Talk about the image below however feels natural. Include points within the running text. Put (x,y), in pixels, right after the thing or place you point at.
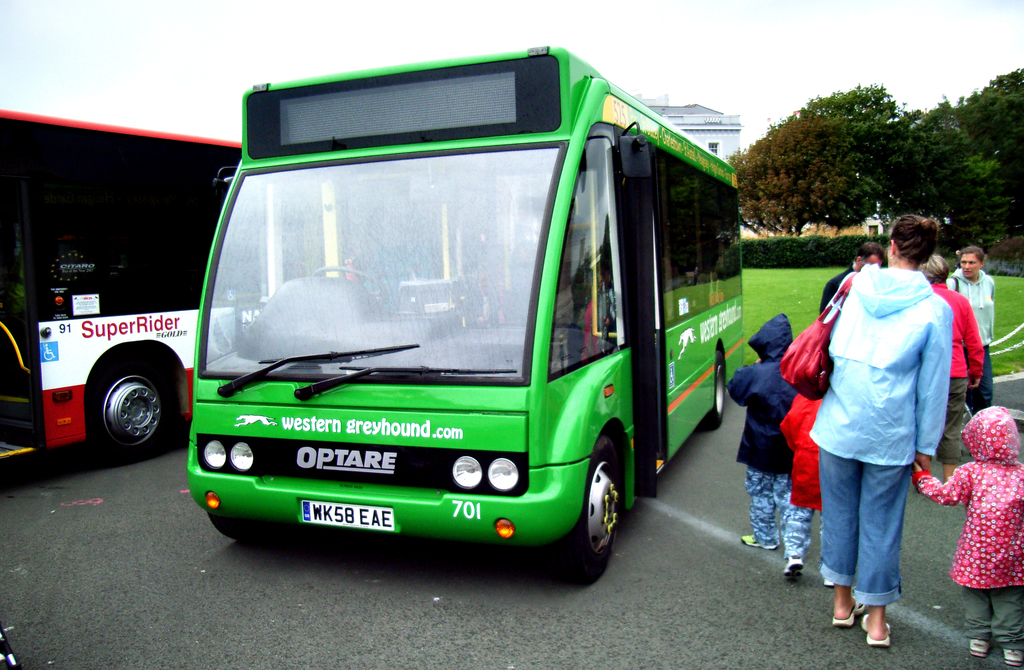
In this picture I can see some vehicles (117,356) are on the roadside (198,607) there are few people (794,529) standing, behind there are some trees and building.
